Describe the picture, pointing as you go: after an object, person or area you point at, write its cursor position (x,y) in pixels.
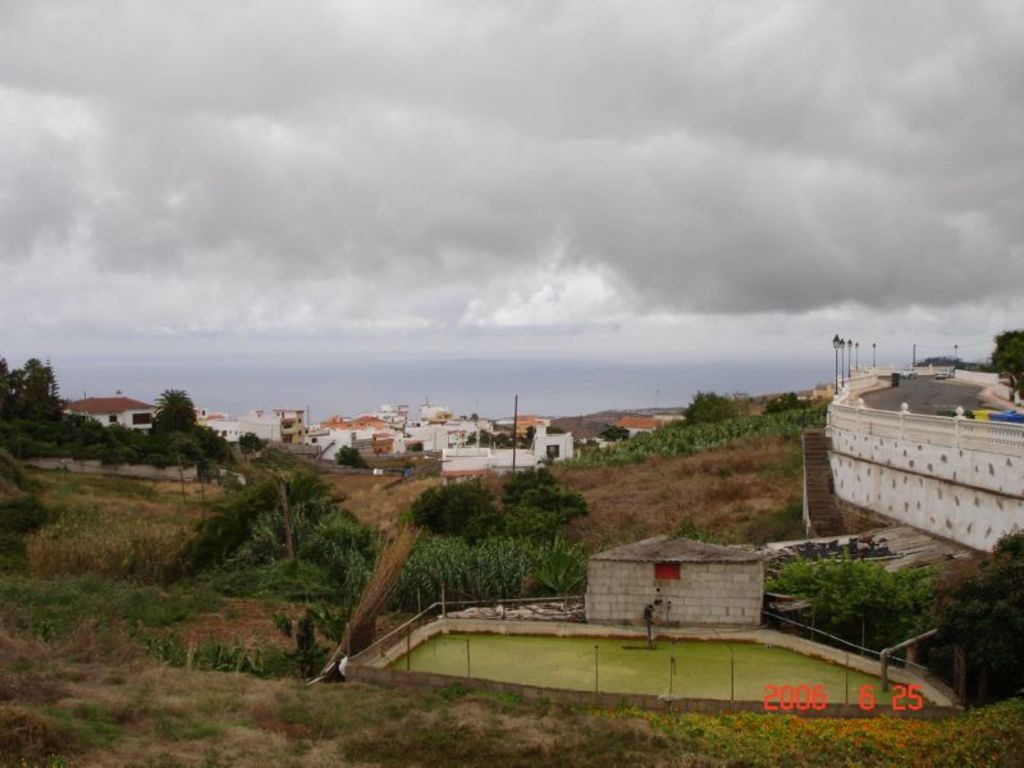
In the picture there is most of the land (176,500) covered with grass (230,590), trees (189,459) and on the right side (700,552) there is a small house (601,578), in front of that there is a water tank (617,640), beside that there is a road (891,400) and in the background (174,428) there are plenty of trees (187,440).
